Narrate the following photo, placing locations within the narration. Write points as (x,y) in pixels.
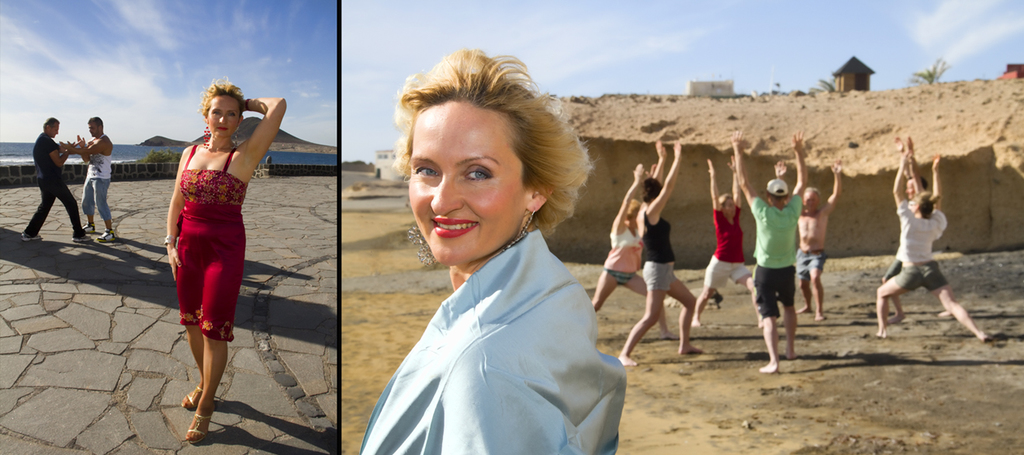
This is a collage. On the first image a lady (223,198) is standing. Behind her two persons (64,151) are standing. In the background (115,68) there is water (129,149), hill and sky (158,67). On the second image there is a lady (477,245) standing and smiling. In the back (656,223) some people (723,229) are standing. In the background (650,141) there is a wall (686,111). On that there is a hut (851,72) and sky (680,35) is in the background (657,31).
